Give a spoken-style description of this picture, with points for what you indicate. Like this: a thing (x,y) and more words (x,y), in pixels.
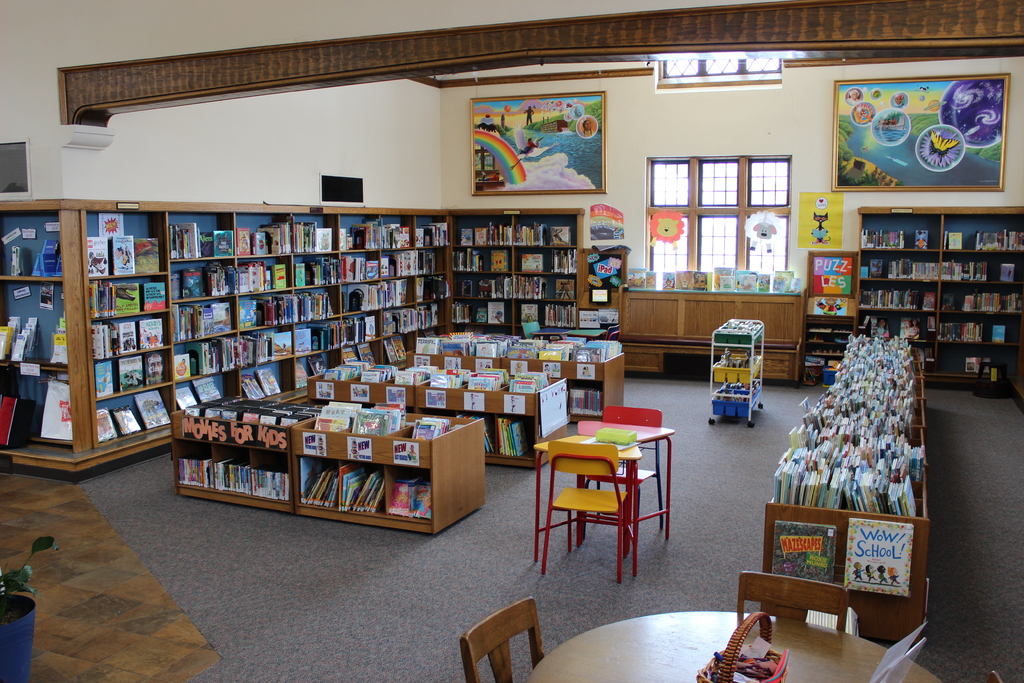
In the picture we can see inside view of the library (830,478) with full of books (813,479) in the rack (54,300) and near it, we can see the table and two chairs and besides, we can see the desks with books (821,469) on it and into the wall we can see the window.
